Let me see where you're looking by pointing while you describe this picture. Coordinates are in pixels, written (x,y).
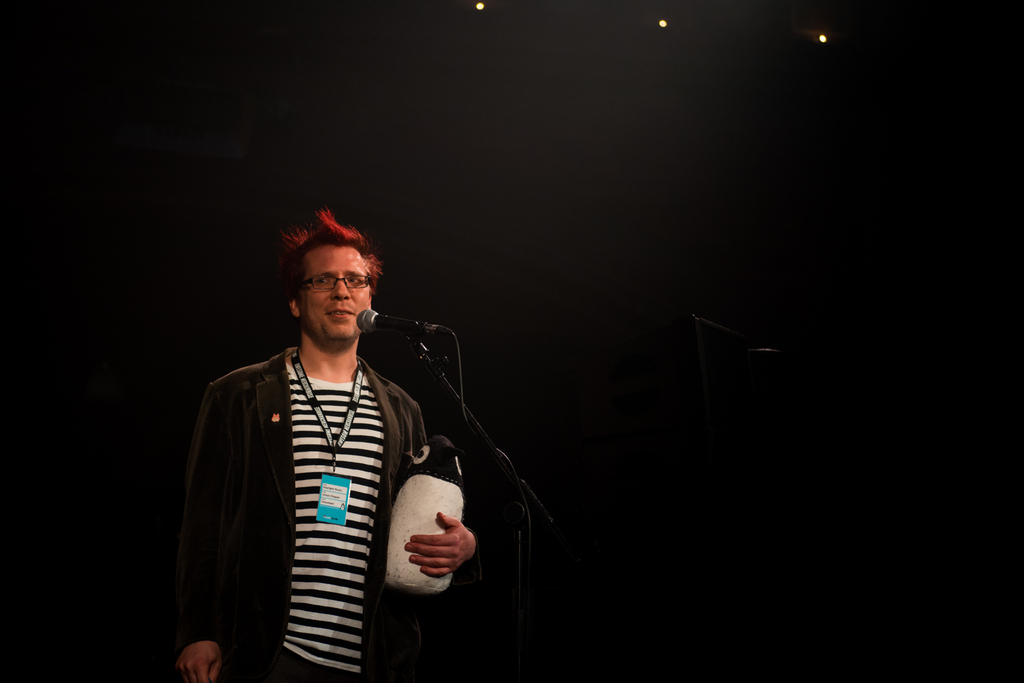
In this image, I can see the man (338,598) standing and holding an object (431,479) in his hand (429,539). This is a mike (425,330) with a mike stand (518,595). The background (97,426) looks dark. At the top of the image (817,38), I think these are the lights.
